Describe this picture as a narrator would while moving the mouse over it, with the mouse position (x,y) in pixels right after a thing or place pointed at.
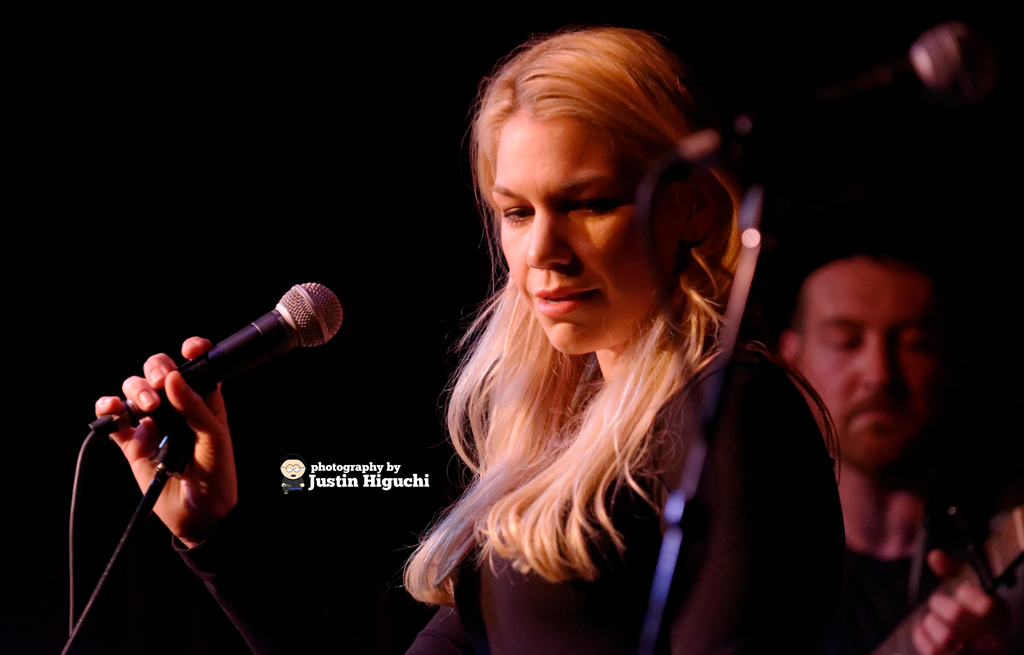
In the image there are two microphones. Behind the microphones (820,93) a woman (598,42) is standing and holding a microphone (280,305). Behind her a person (855,334) is standing and holding something in his hand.
